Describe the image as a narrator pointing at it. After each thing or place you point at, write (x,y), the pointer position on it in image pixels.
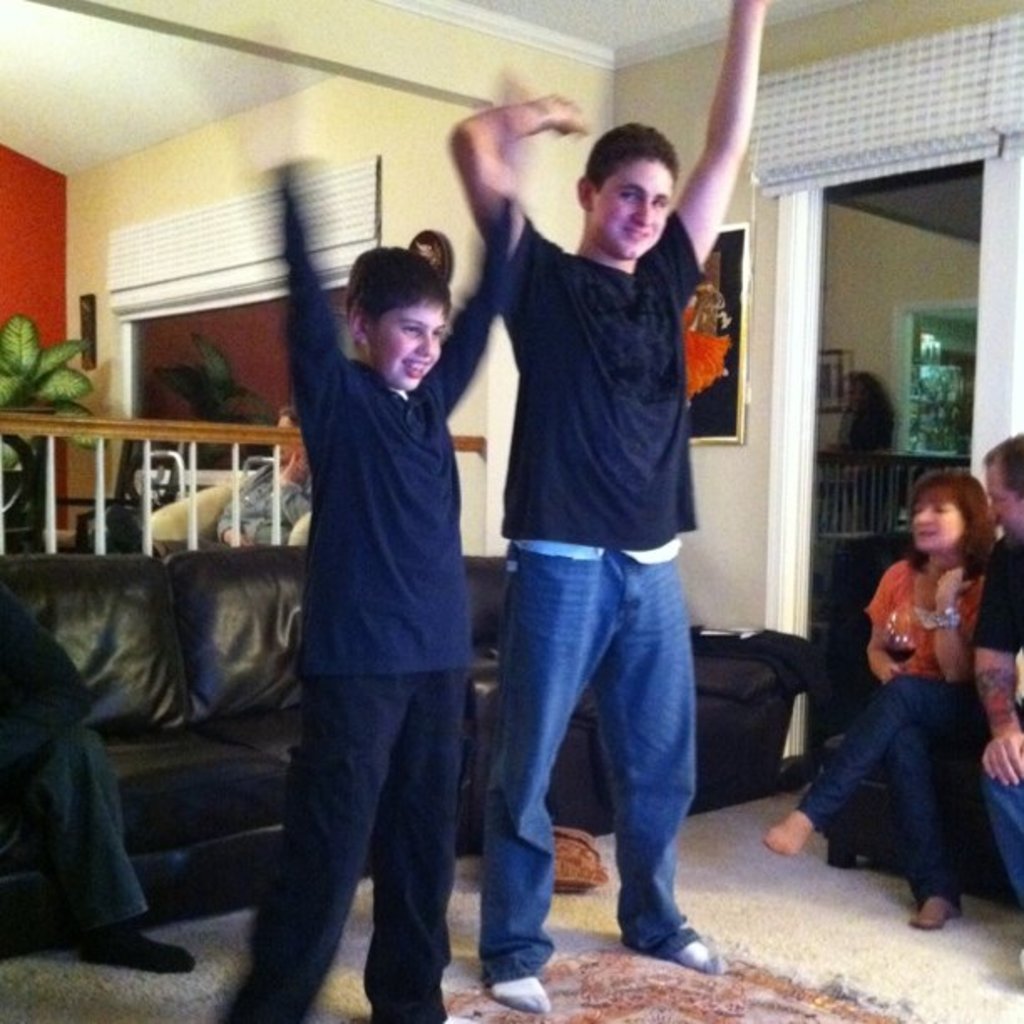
In this image I can see two persons (615,735) visible on floor (588,978) and back side of persons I can see black color sofa (190,639), on sofa (212,670) I can see a person (105,754) sitting on the left side (54,824), on the right side (1014,621) I can see two persons (944,670) sitting on couch (964,821) and in the background (54,364) I can see the wall (431,193) and plant (61,344) and fence (274,470) and person (295,447), in the middle (503,433) I can see the wall (757,388), on the wall (757,284) photo frame (724,334) attached to it and window (939,356) visible in the middle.
